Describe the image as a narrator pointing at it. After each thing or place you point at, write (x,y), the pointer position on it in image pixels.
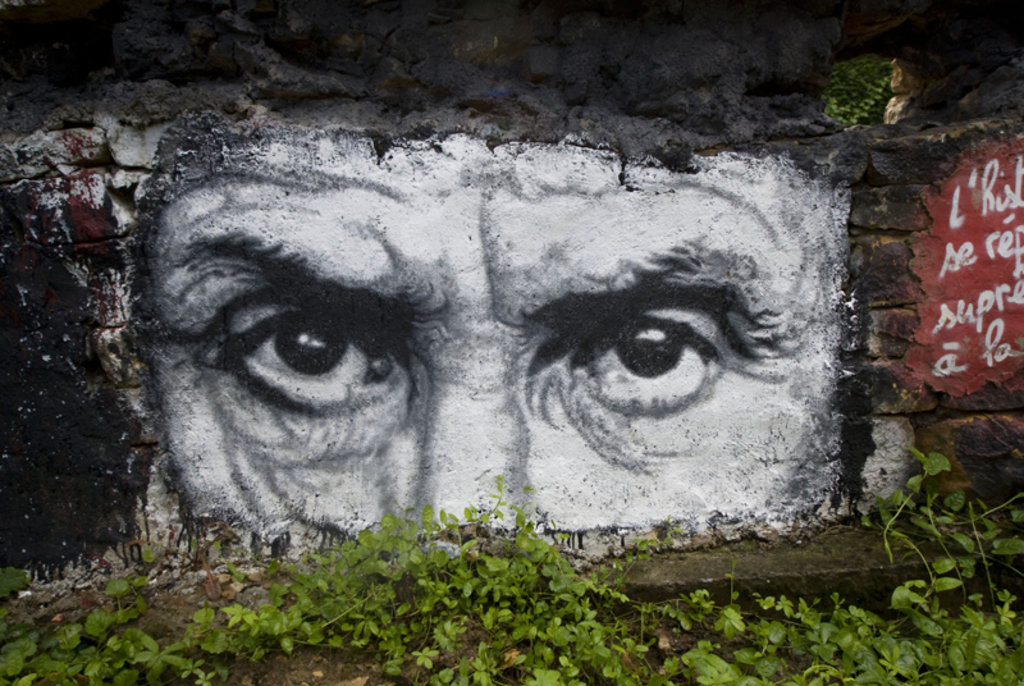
At the bottom (415,636) there are few plants (615,661). In the middle of the image (342,243) there is a wall (250,300) on which I can see a painting (304,283) of a person's face (344,357). On the right side (994,328) there is some text (954,226) written on the wall (923,93).
